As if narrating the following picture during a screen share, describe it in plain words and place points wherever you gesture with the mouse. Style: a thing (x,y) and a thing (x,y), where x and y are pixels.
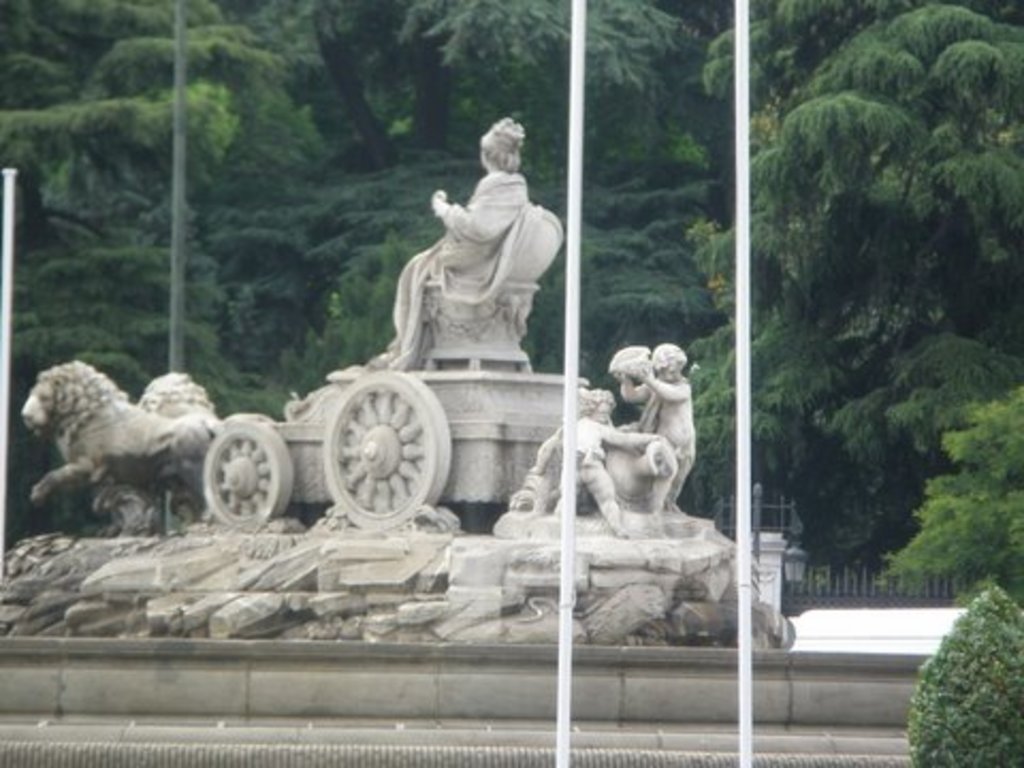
In this image, we can see some trees (847,223) and poles (179,152). There is a sculpture (439,347) in the middle of the image (493,424). There is a plant (1008,634) in the bottom right of the image (1005,671).
